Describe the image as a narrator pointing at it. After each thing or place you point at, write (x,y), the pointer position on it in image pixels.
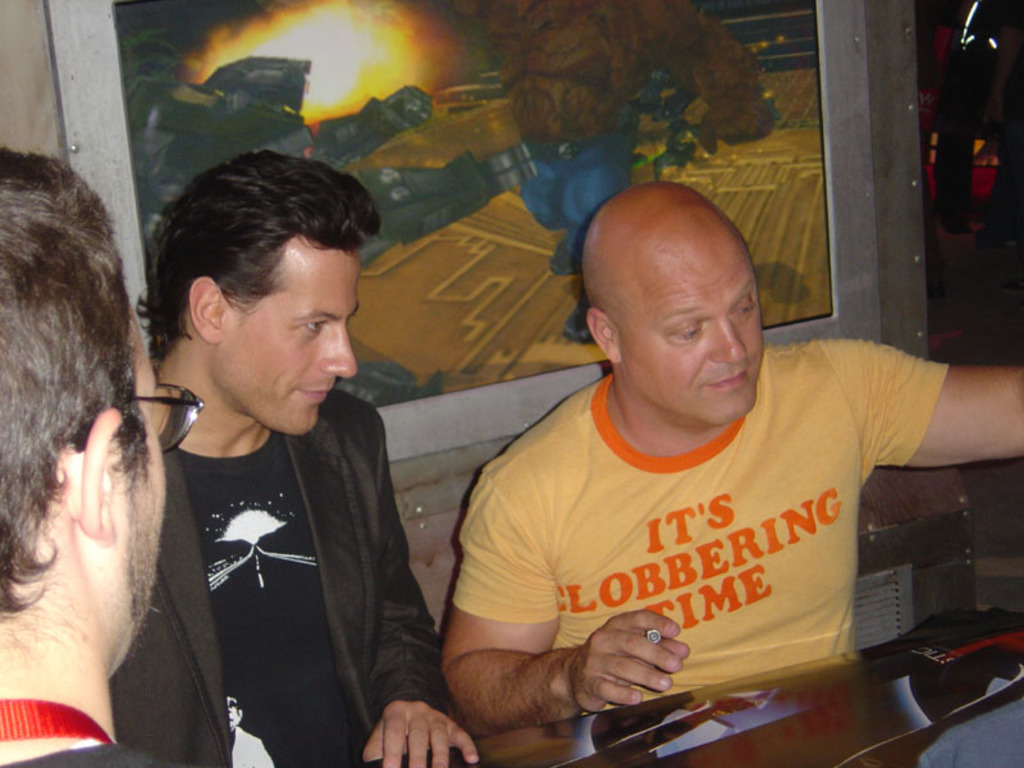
On the right (830,377) there is a man (830,392) who is wearing yellow t-shirt (715,553). He is sitting on the bench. Beside him we can see another man (279,496) who is wearing blazer (332,515) and t-shirts (274,589). He is sitting near to the table (716,760). On the left (36,656) there is a man (121,502) who is wearing spectacles (160,412) and black color t-shirt (67,763). Here we can see painting (482,137) near to the wall (10,97). On the right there is a person (998,751). This person (641,570) is holding pen (653,632).
